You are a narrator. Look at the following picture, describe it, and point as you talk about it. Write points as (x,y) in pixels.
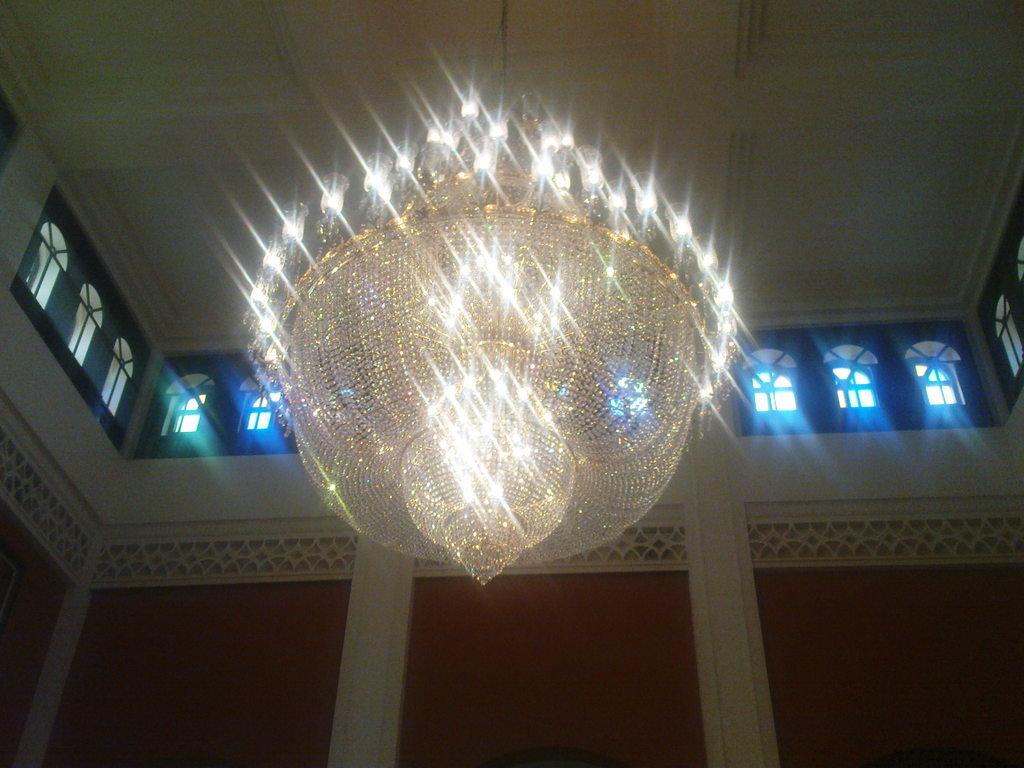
This image is clicked inside a building (403,575). There are lights (496,468) in the middle (421,467). There are windows (53,267) in the middle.
